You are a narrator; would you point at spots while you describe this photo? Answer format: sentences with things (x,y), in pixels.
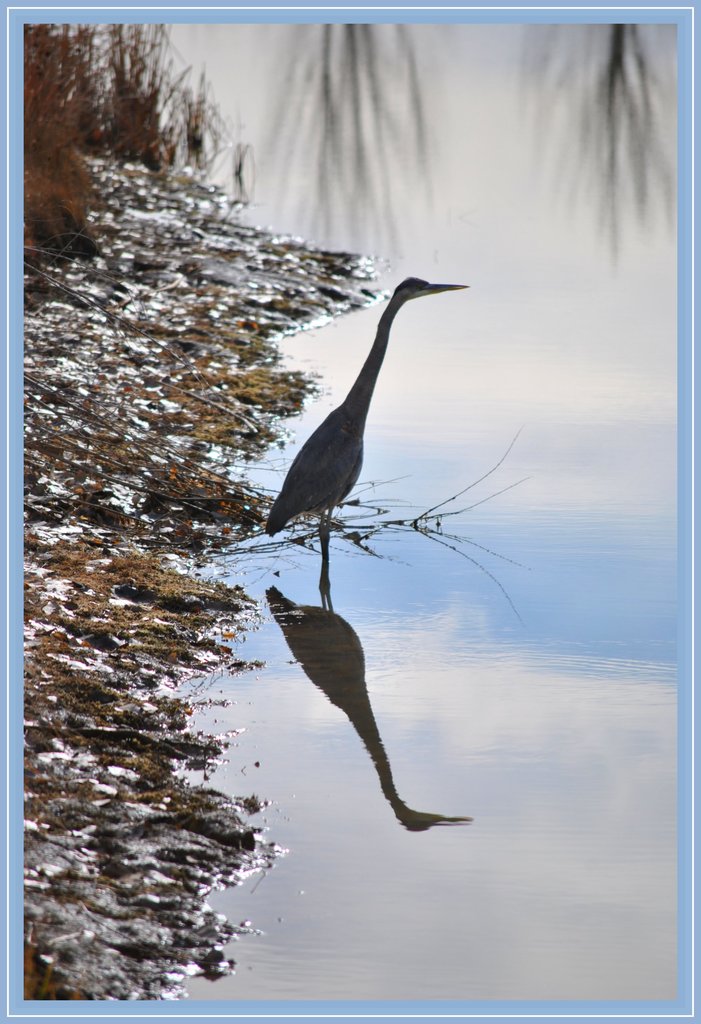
In this image, we can see a photo frame (692,310). In the middle of the image (367,385), we can see a bird (358,454) which is on the water (353,515). On the left side (226,584), we can see some grass (46,49) and plants (88,84). At the top (609,91), we can see some trees (619,91), at the bottom (473,704), we can see a mirror image of a bird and a sky (384,809).
